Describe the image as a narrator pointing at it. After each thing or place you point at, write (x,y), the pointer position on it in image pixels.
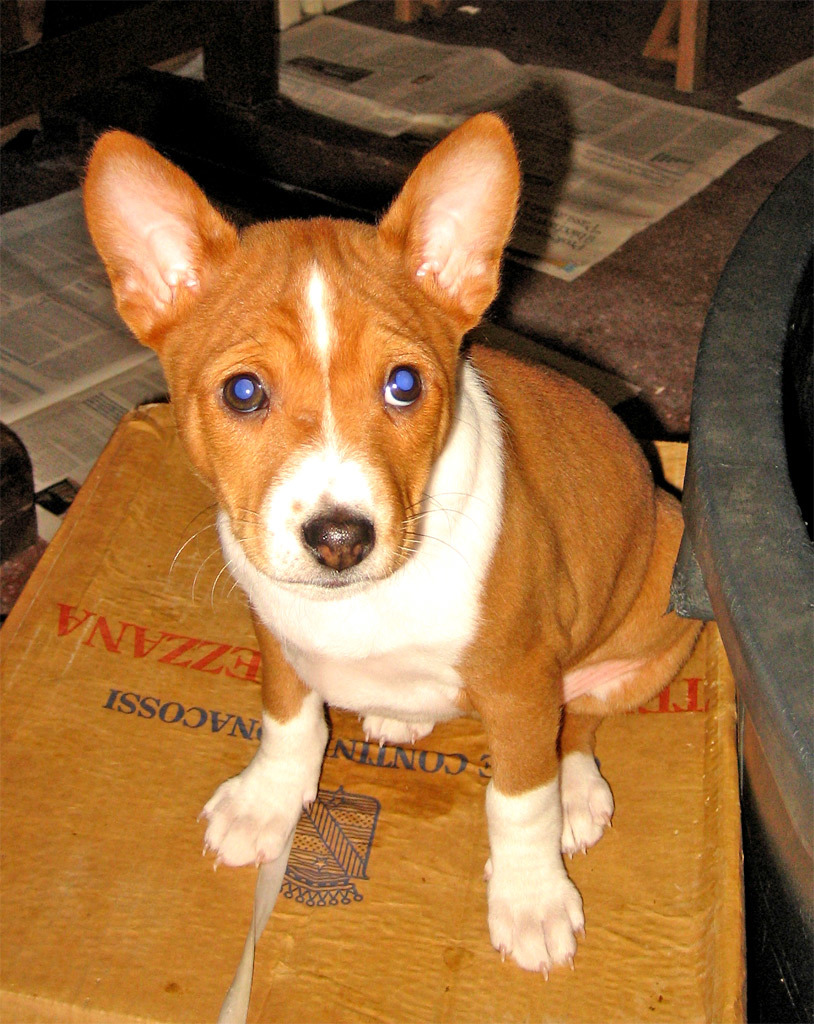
In this picture we can see a dog (237,433) with blue color eye balls (251,381) and it sitting on a cardboard sheet (417,853) and in the background (620,347) we can see paper (453,122) on the floor (668,236) and some wooden sticks (688,81).
